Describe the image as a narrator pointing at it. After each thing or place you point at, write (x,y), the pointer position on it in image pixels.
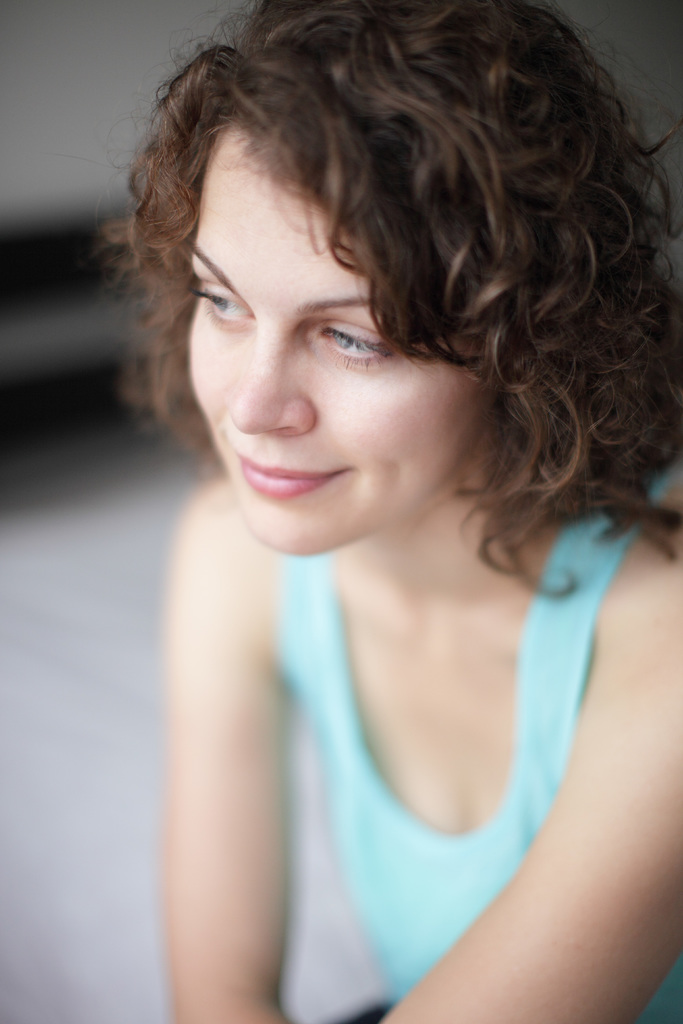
Here we can see a woman (277,416) and she is smiling. In the background (86,461) the image is blur.
